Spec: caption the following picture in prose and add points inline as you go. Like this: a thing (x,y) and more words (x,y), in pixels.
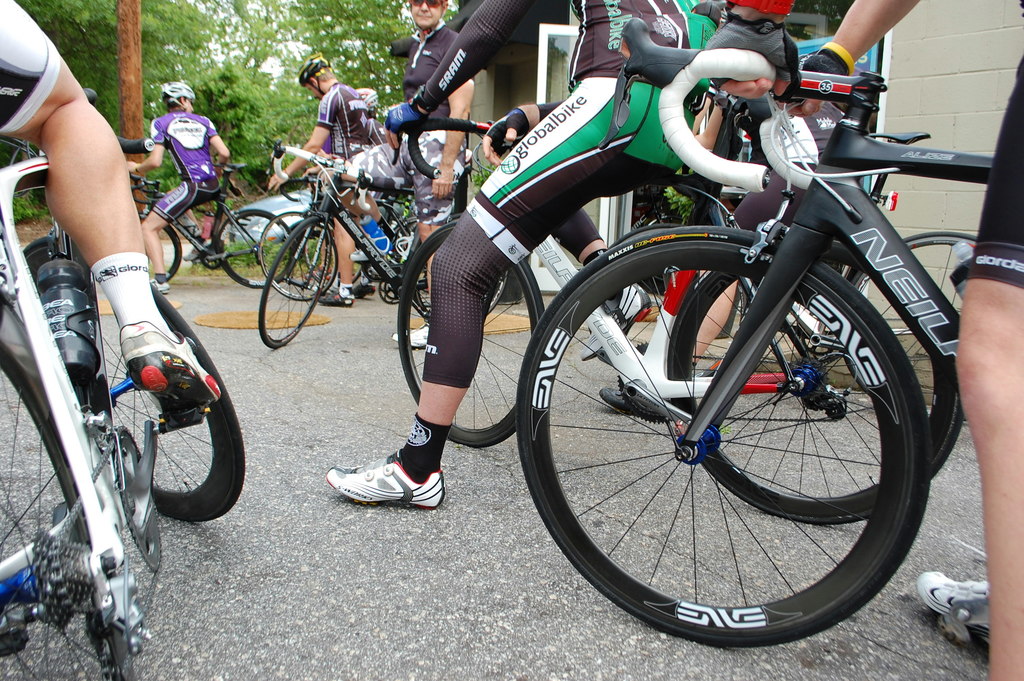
In this image we can see people (58,92) riding bicycles (360,205). At the bottom of the image (444,595) there is road (333,667). In the background of the image (286,67) there are trees (224,112).
